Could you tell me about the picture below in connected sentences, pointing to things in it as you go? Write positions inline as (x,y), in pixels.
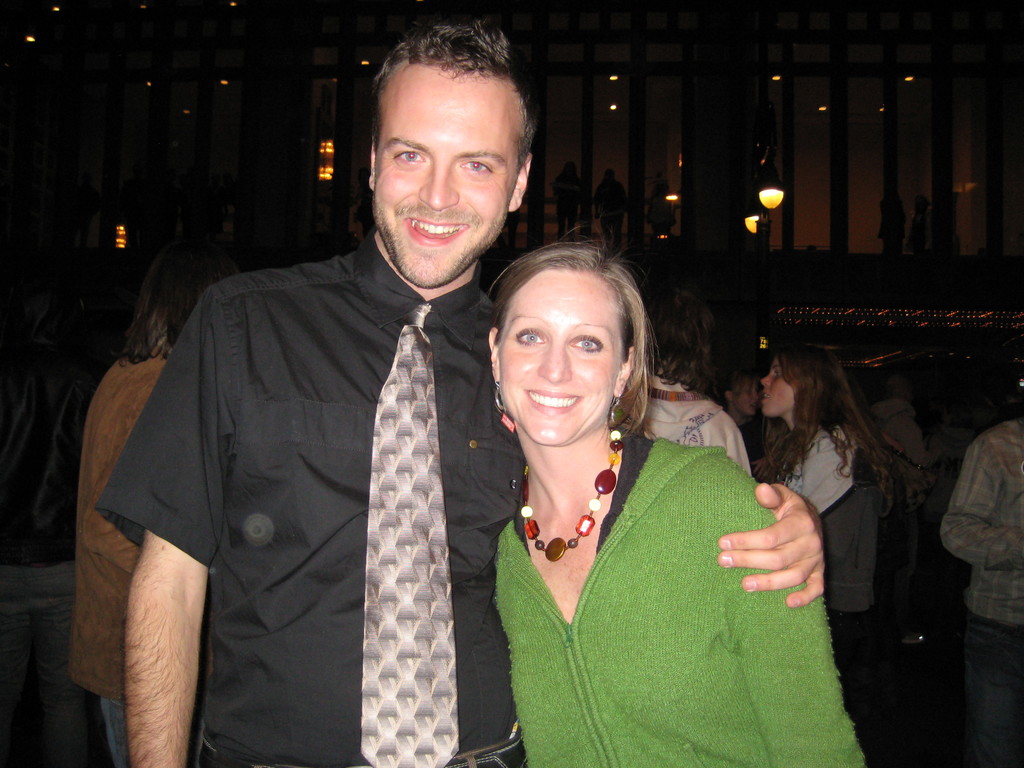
In this image in the front (414,278) there are persons (410,435) standing and smiling. In the background (896,405) there are group of persons (830,413) and there are lights (771,193) hanging and there is a building (808,185) with windows (975,205).
